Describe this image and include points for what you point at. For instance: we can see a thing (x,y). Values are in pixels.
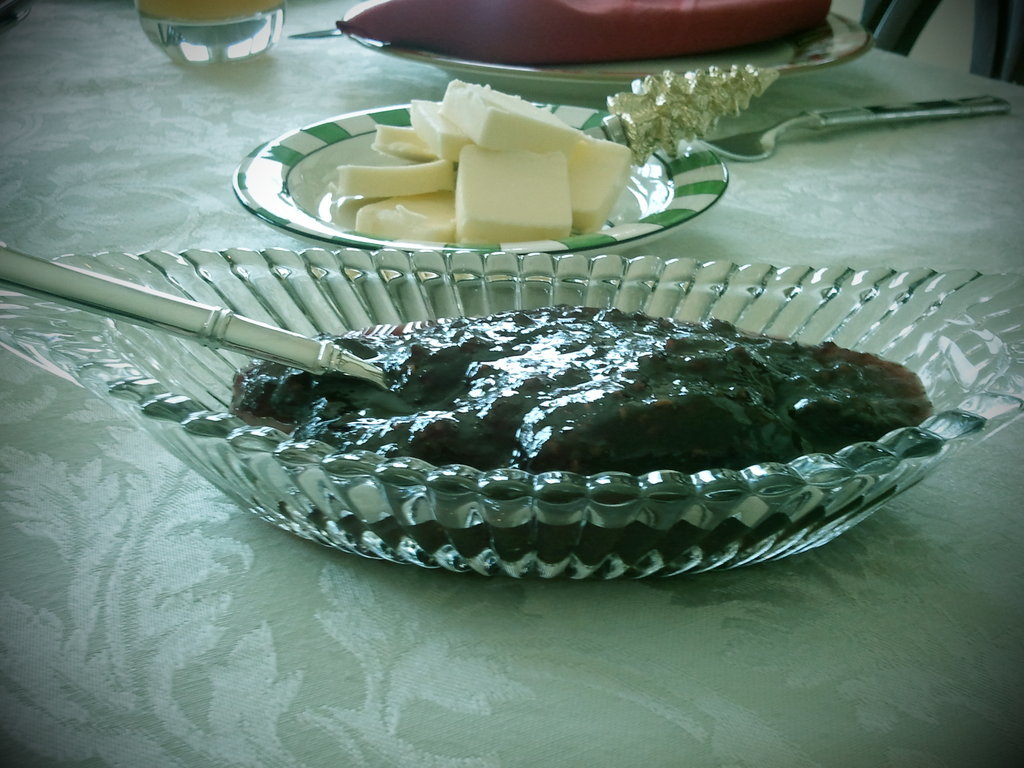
This image consists of food (496,102) which is on the table (574,101) and there are spoons (254,346).
